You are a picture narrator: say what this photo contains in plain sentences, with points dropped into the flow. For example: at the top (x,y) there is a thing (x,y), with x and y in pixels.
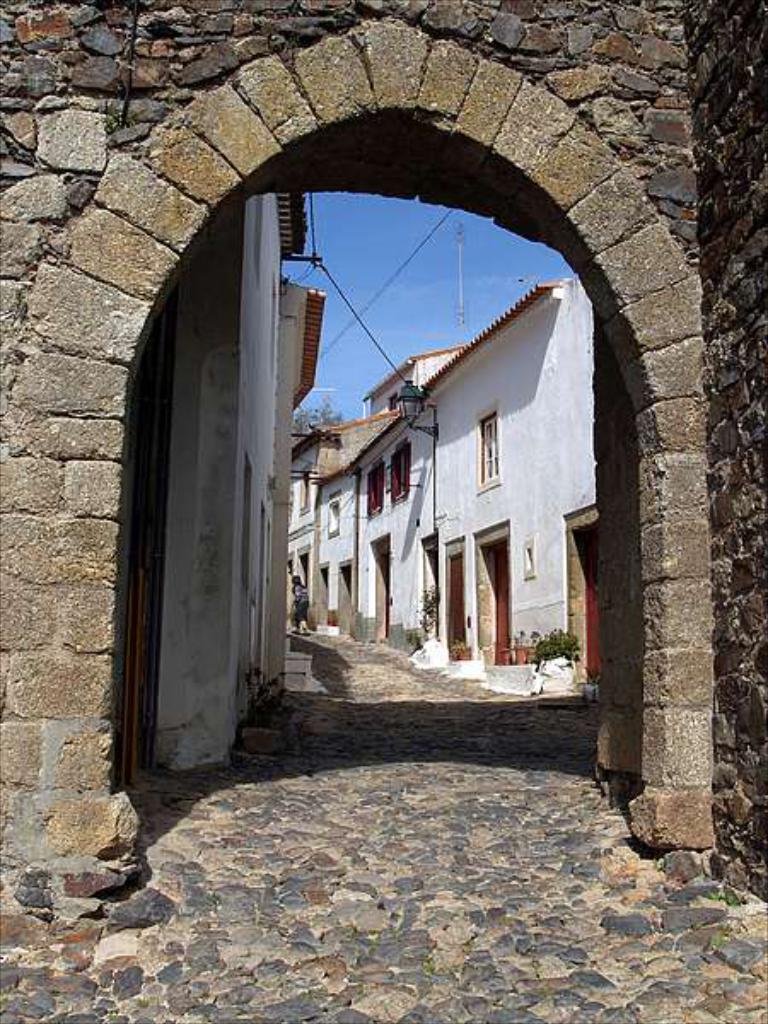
At the bottom of the image (392,849) I can see the ground (384,942). In the foreground (527,110) there is a wall (26,593). In the background (233,503) there are many buildings (223,564) and also I can see the sky (372,239) in blue color. In the middle of the image (296,609) there is a person (305,612) standing.
